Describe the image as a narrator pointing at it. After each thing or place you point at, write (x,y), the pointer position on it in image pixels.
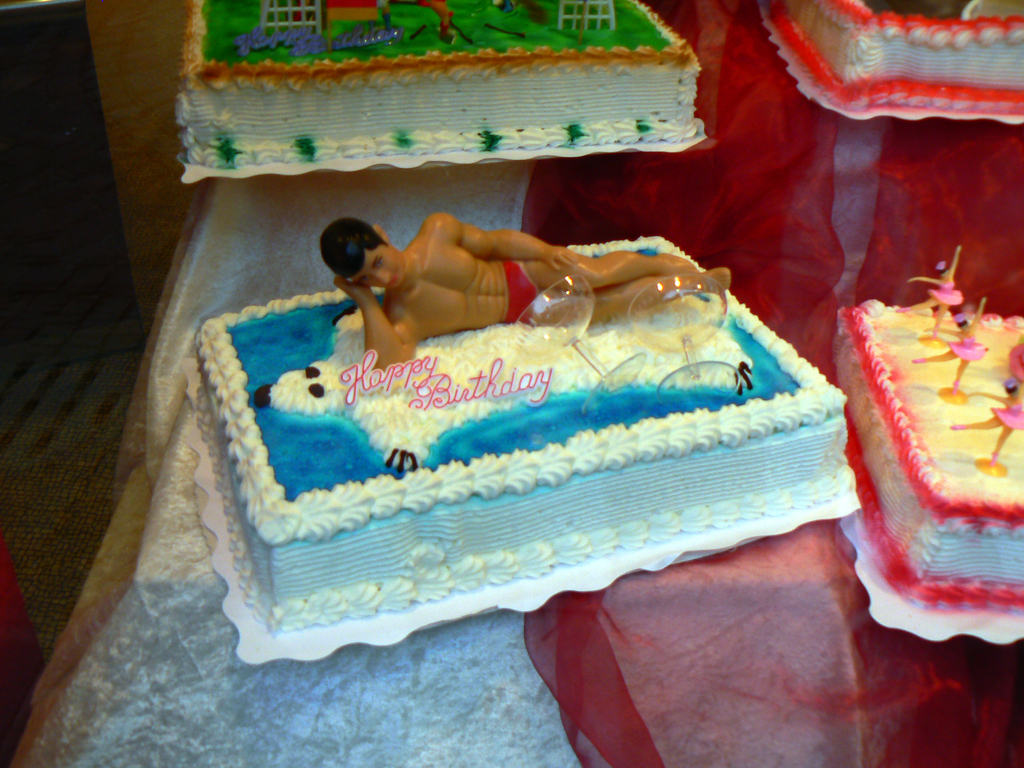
In this picture we can see few cakes (754,465) on the table (220,635).
